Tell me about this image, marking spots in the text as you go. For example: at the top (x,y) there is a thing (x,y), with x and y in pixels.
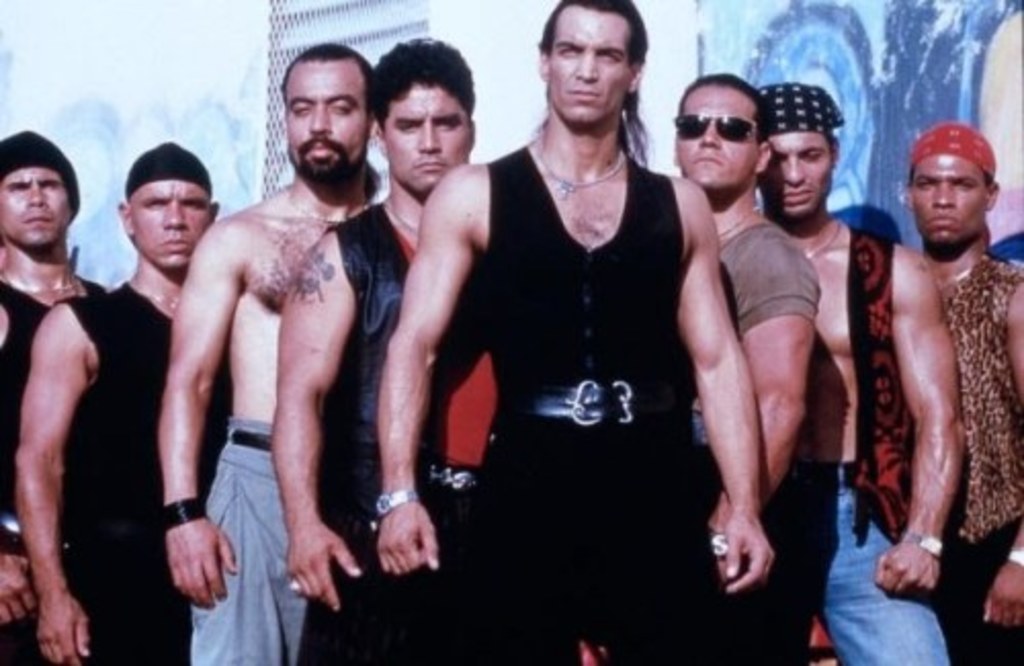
In the center of the image (410,332) we can see people (629,388) standing. In the background (528,53) there is a board (528,38) and a mesh (338,31).
